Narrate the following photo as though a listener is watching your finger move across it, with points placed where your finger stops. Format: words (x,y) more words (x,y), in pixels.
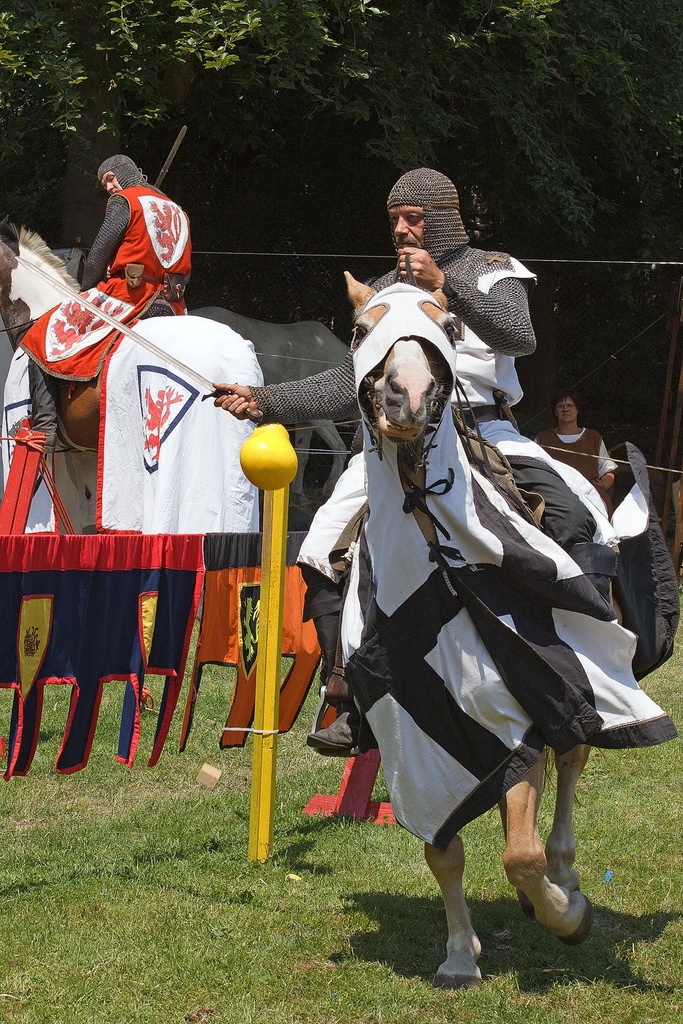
This person (459,344) sitting and riding horse (379,396) and holding sword (206,383) and we can see yellow pole (264,612), grass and colorful clothes (244,603). In the background (70,402) there is a person (121,184) sitting on horse (65,279) and we can see a man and trees (548,387).
